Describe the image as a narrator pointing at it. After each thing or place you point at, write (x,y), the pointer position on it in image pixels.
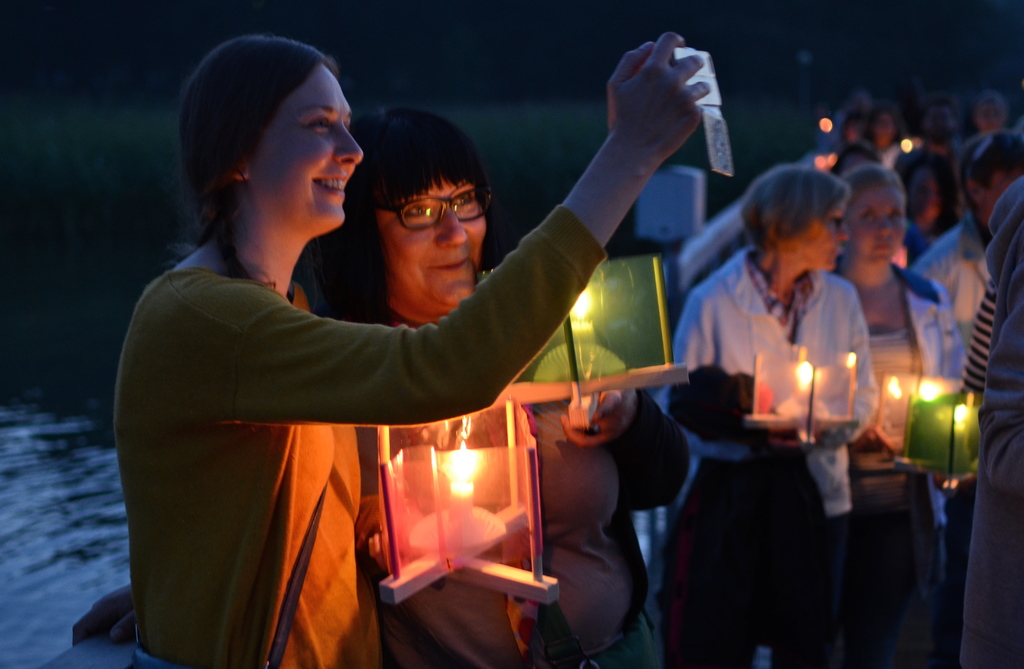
There are many people (727,345). Some are holding candle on a stand (941,413). Lady (339,482) on the left side (255,445) is wearing a bag (291,598) and holding a mobile (702,79). Near to her another lady (459,221) is wearing a specs (458,214). In the back (97,428) there is water (51,464). And it is dark in the background (805,40).
